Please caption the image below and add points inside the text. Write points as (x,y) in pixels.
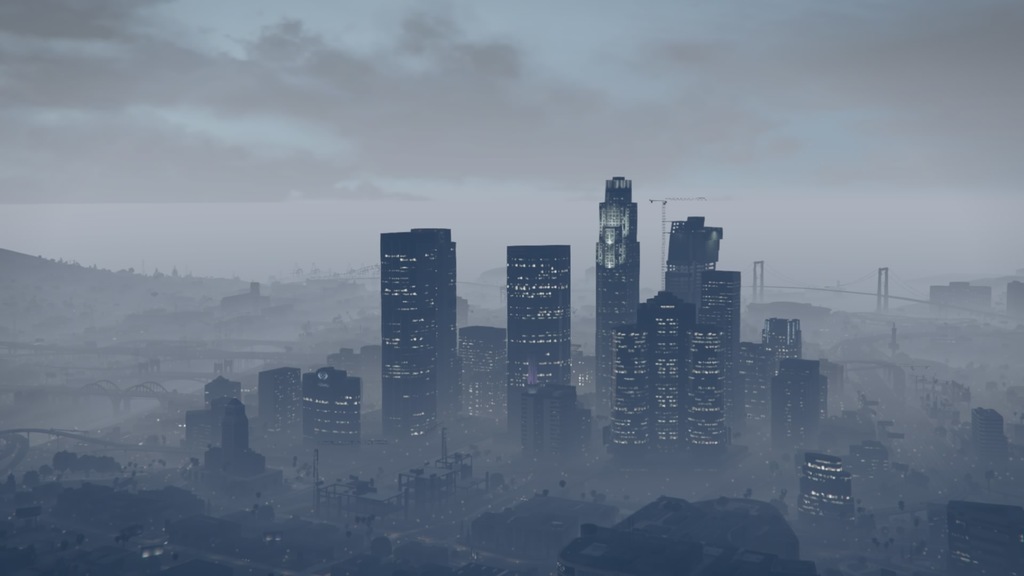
In this image we can see buildings (365,359), bridges (210,371) and mountains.
